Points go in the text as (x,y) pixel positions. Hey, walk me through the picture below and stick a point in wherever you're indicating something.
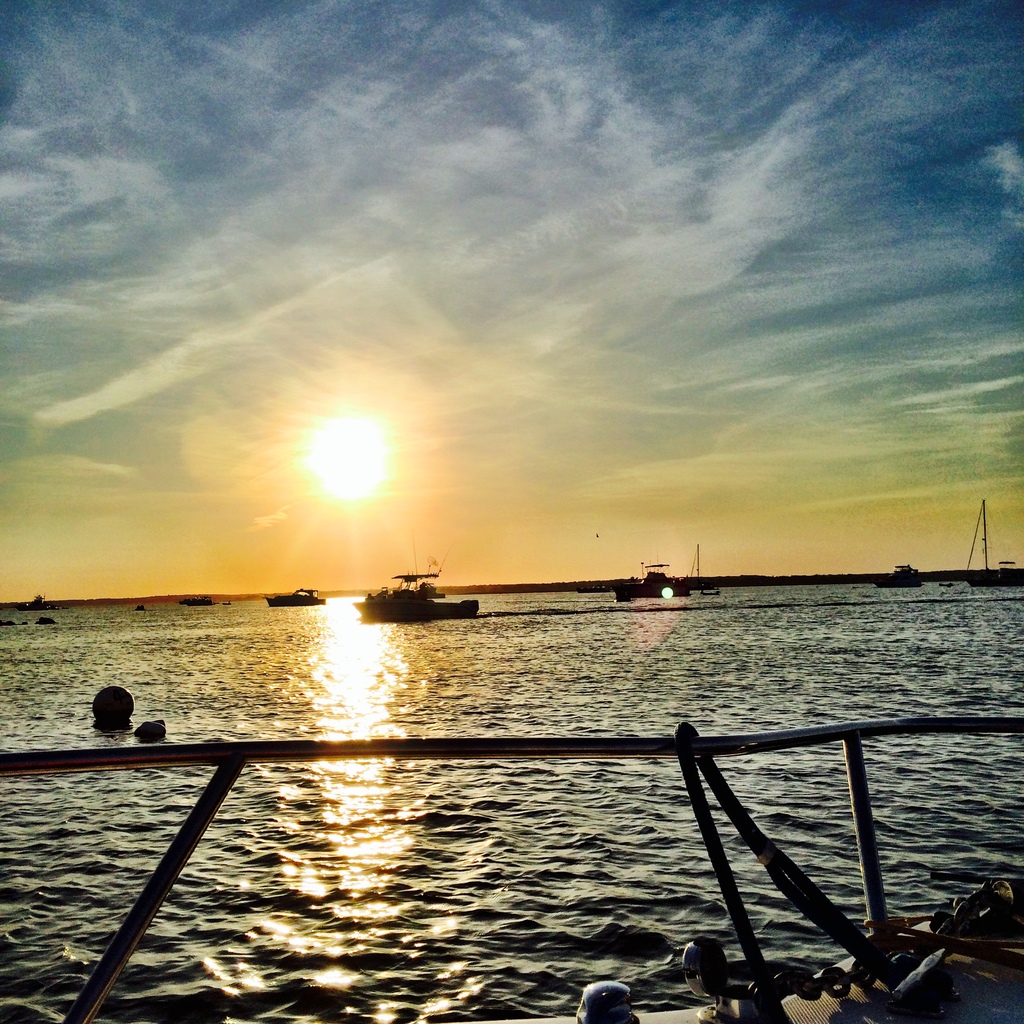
There are boats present on the surface of water (342,802) as we can see at the bottom of this image (317,732). We can see a sun (315,434) in the middle of this image (379,484) and the sky (378,425) is in the background (285,407).
